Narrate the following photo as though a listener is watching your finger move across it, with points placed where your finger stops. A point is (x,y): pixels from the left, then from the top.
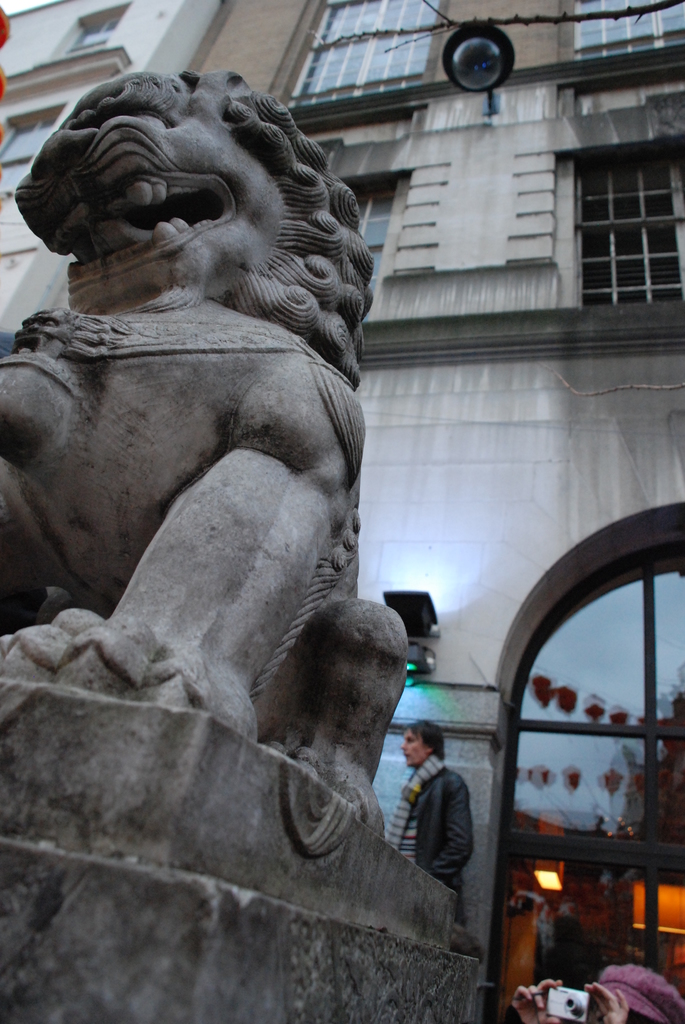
In the foreground (295,317) I can see a lion's statue (309,327). In the background (515,150) I can see buildings (511,169), windows (663,561), door (668,851) and four persons (545,961). This image is taken may be during a day.
